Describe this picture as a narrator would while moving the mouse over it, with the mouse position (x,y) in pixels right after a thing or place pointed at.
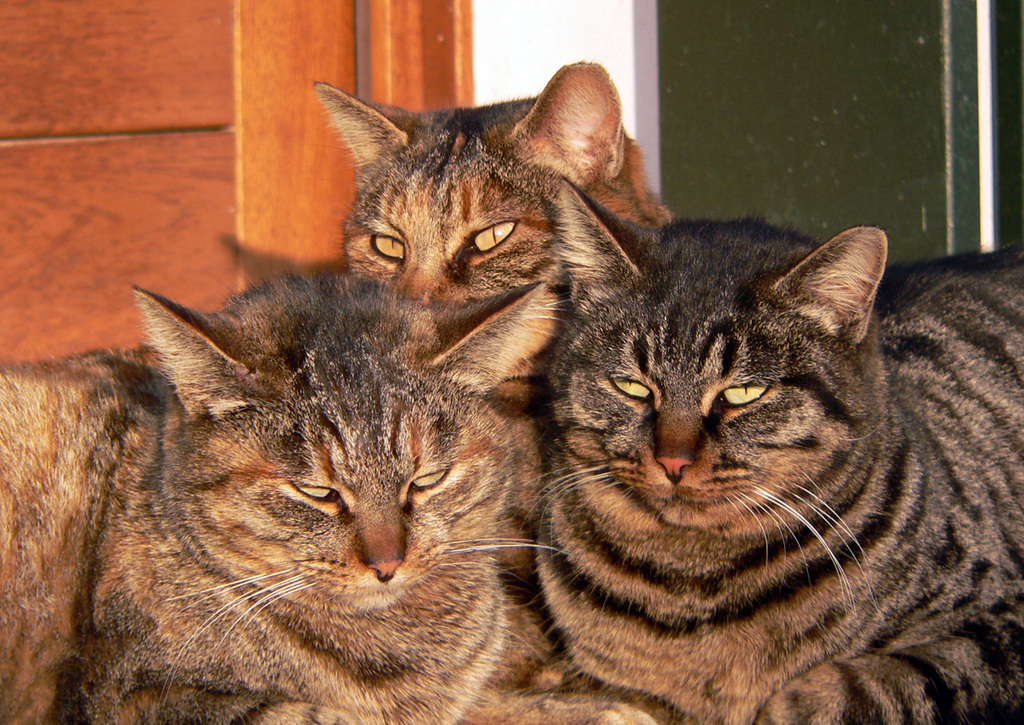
There are three cats (312,348) presenting in this picture.
